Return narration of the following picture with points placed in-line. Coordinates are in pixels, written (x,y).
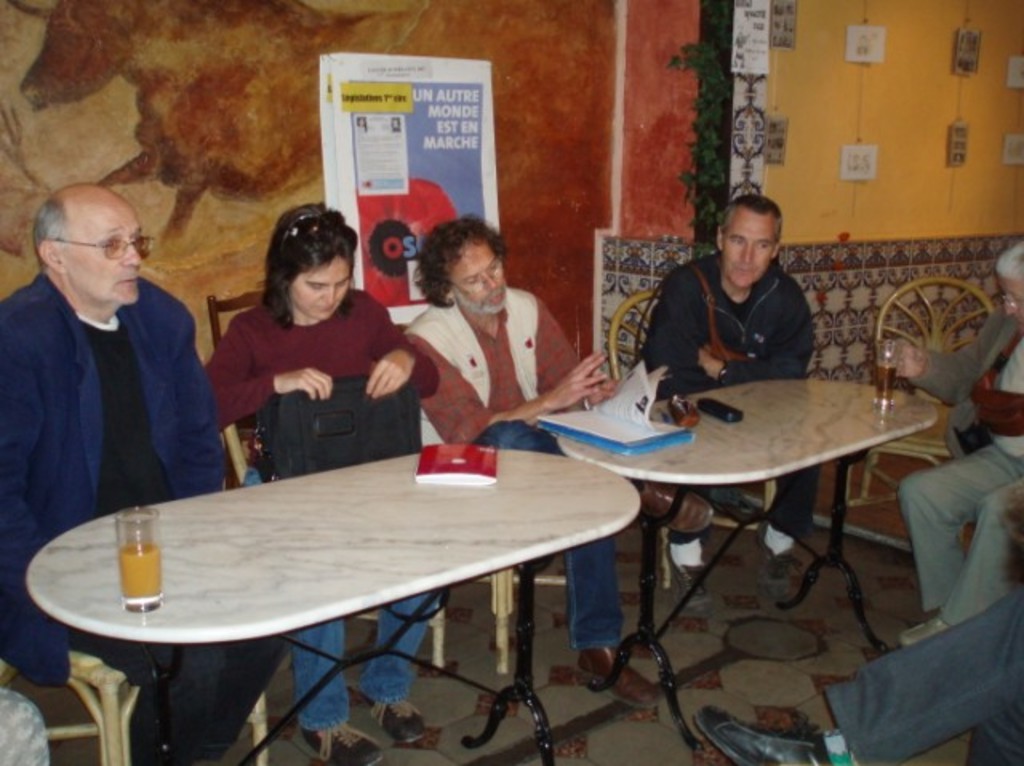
There are group of people (540,334) sitting in chairs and there is a table (570,461) in front of them, Which contains books (451,455), papers (648,419) and a glass (147,554) on it.
